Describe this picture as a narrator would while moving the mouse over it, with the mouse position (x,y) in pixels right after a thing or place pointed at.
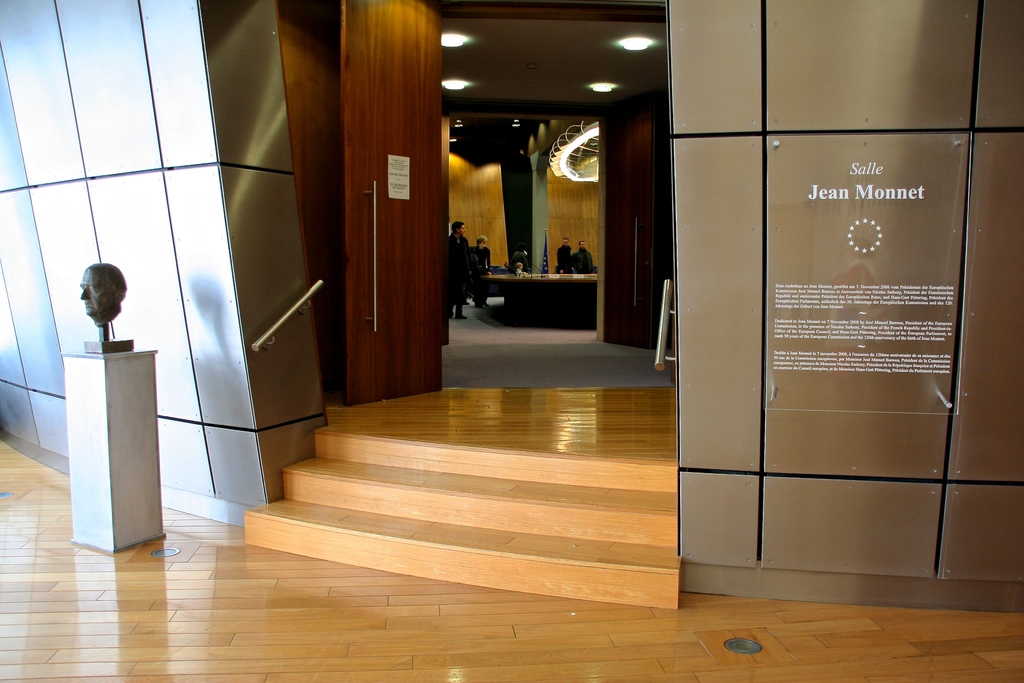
In this image I can see people (487,260), steps (539,430) and a wall (711,543). Here I can see lights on the ceiling (568,81). On the left side (105,287) I can see a sculpture (111,301) and a wooden door (383,141).
